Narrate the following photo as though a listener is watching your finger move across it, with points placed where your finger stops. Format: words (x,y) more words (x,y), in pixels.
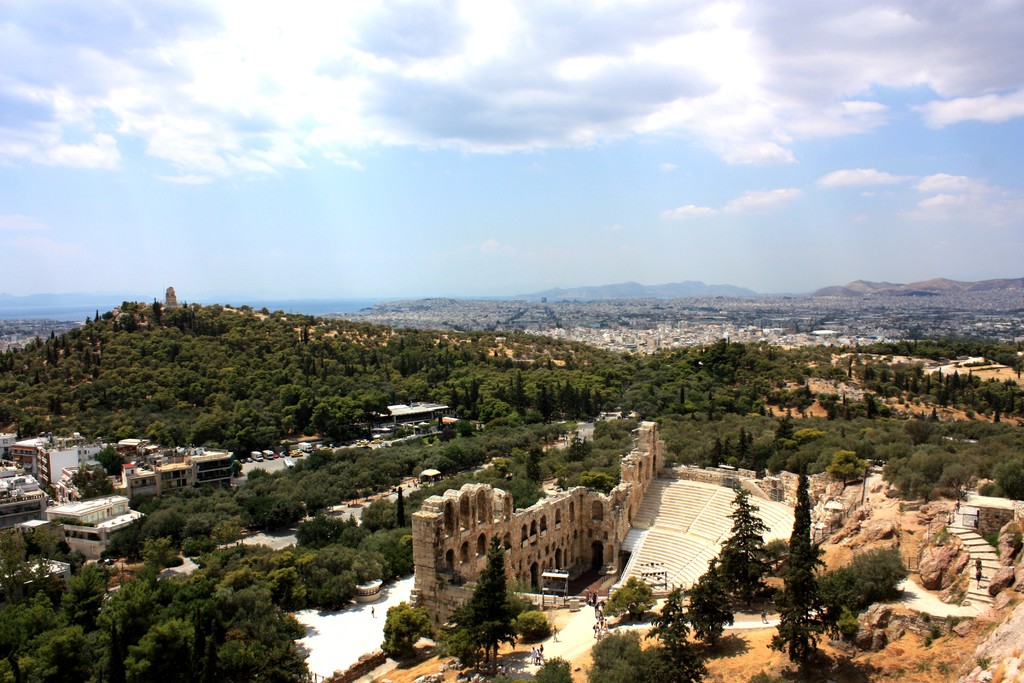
This is an aerial view of a city (104,535). In the foreground of the picture (19,568) there are trees (329,380), buildings (25,476) and an architecture (614,520). In the background (706,312) there are buildings (625,322), trees (467,334) and hills (734,296).
